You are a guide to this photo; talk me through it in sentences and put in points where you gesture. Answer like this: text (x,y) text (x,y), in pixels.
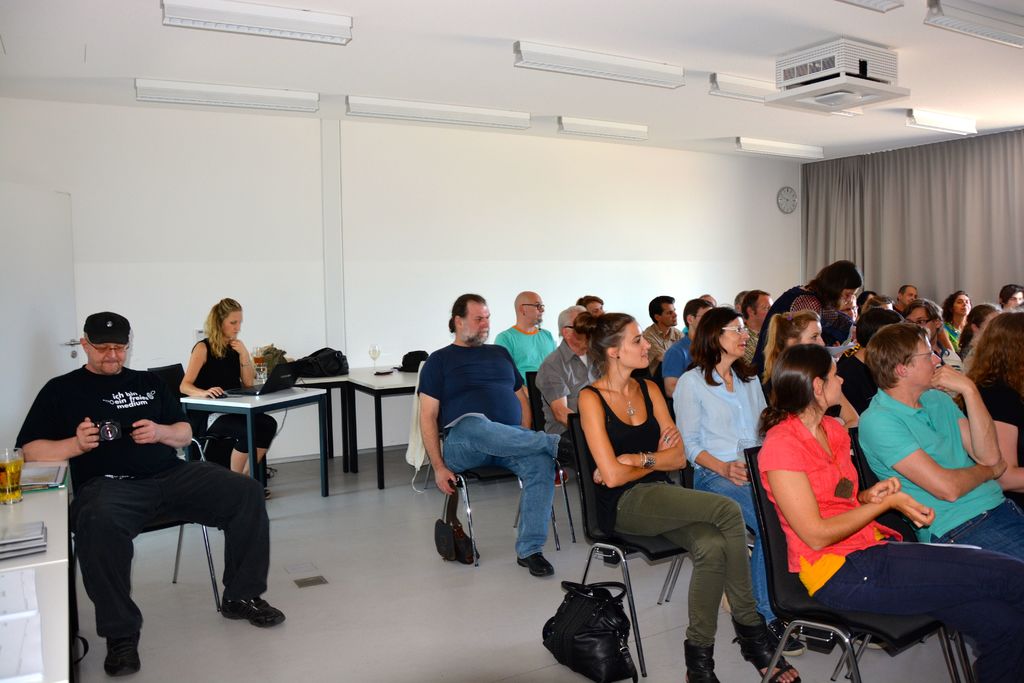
In this image we can see some people (809,368) sitting in a room (365,493), a woman (196,368) is working on the laptop (284,383) and a man (151,463) holding a camera (111,440) there are a few tables (54,644) and objects (30,481) on the table (32,494). In the background (393,332) there is a wall (360,353) and a clock (794,207) attached to the wall (434,335) and there are some lights (608,72) attached to the roof (867,113).
